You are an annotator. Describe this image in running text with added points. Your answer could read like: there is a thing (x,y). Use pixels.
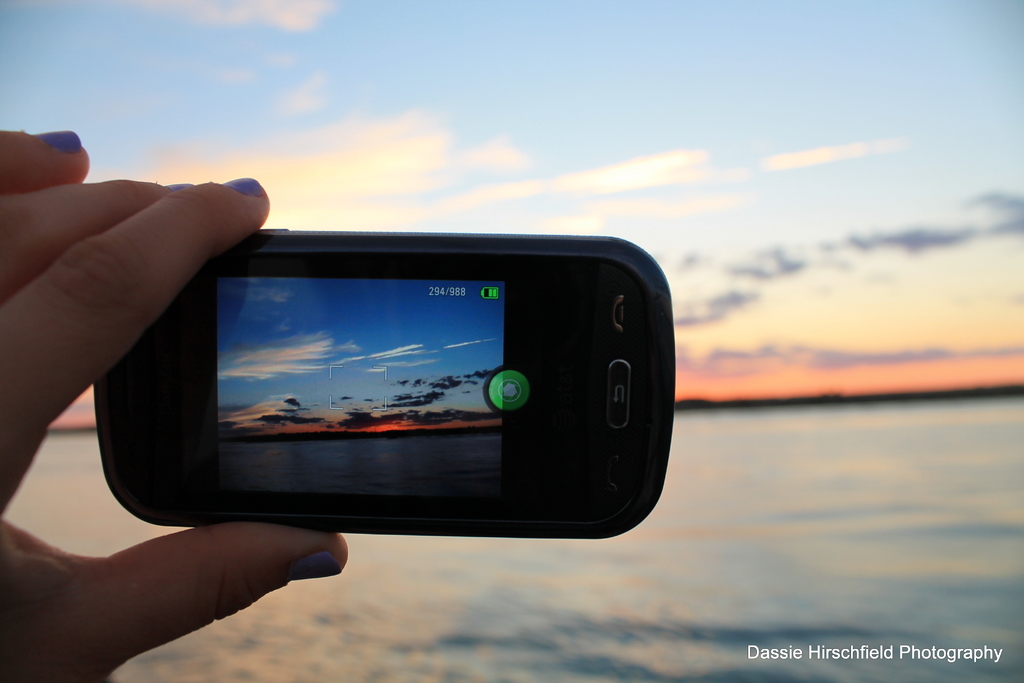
In this image, on the left side (43,372), we can see the hand (222,562) of a person (238,546) holding a mobile (196,449). In the background (403,641), we can see a water (798,580) and black color. At the top (827,161), we can see a sky (905,98) which is a bit cloudy.
